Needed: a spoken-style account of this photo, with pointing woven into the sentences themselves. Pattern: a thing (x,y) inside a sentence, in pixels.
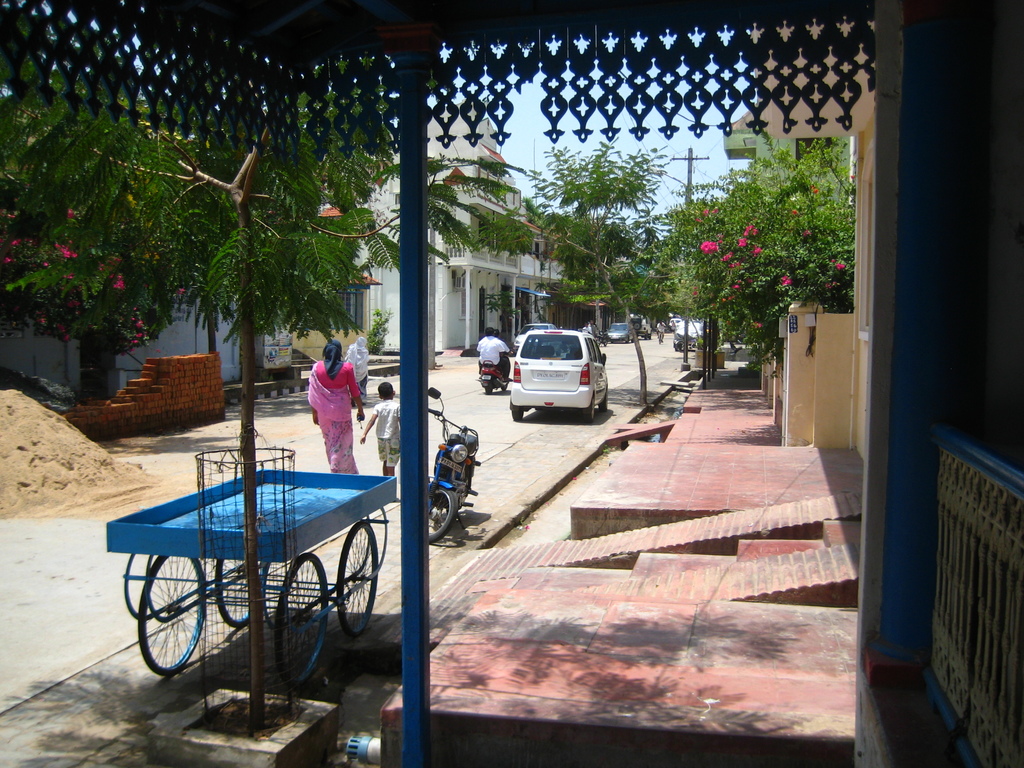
In this image in the center (416,356) there is a pole (427,650) and vehicle (311,533) and some people (360,415) are walking and some of them are sitting on a bike (495,376) and riding. And also we could see some vehicles (450,506), on the right side (776,357) and left side (234,273) there are some houses (393,322), trees (67,336), stairs (796,556), pavement (626,512), sand (92,463), bricks (161,371), poles (704,343). And at the bottom (84,582) there is road (112,569), and at the top of the image (384,65) there is ceiling (390,75). And in the bottom right hand corner (959,690) there is a railing (973,630).
